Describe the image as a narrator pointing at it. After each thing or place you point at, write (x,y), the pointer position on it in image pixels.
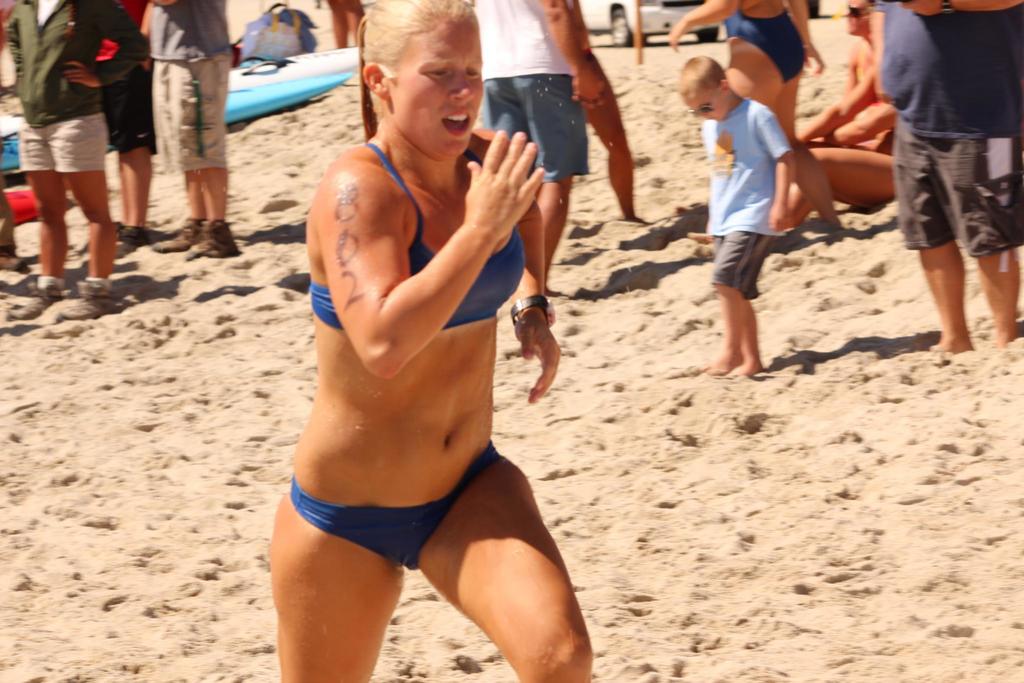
In this image there is a lady (294,552) running on a beach (241,447), in the background (161,163) there are people (857,50) standing and few (815,122) are sitting and there are few objects (305,69).
